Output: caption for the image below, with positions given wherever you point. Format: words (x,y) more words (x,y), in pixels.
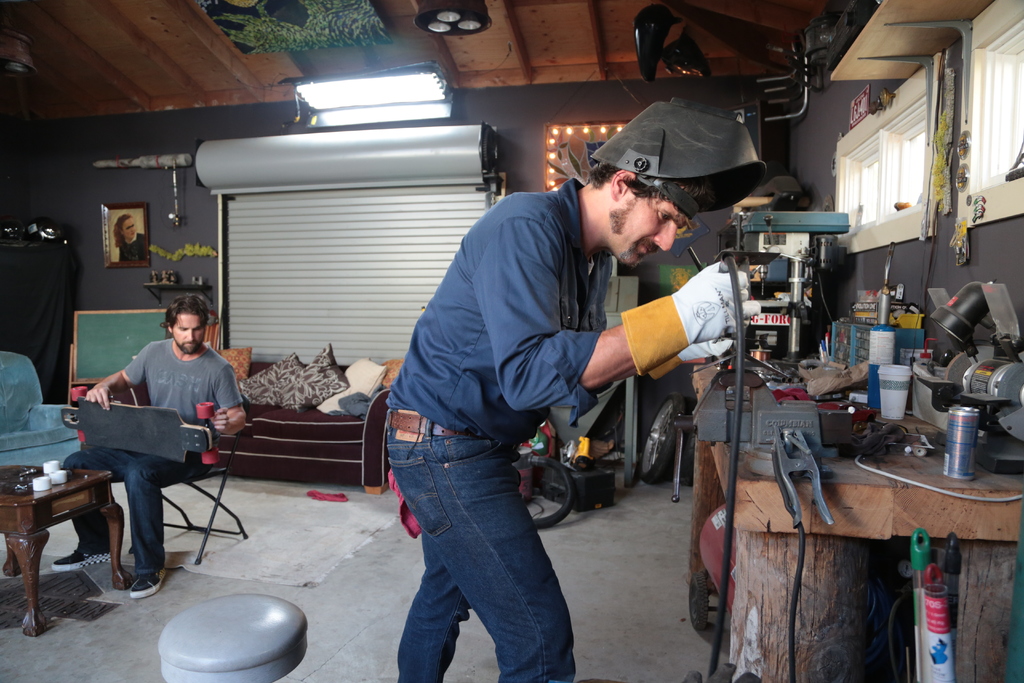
In this picture I can see a man (560,378) is standing. This man (525,355) is wearing a shirt (493,382), blue jeans (455,463) and other objects (676,161). On the left side (173,471) I can see a man (166,483) is sitting on a chair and holding some object (136,414). I can also see a table (49,520) which has some objects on it. In the background (380,81) I can see lights (360,79) on the ceiling (373,55), a sofa (311,444) which has some cushions (325,387) on it. I can also see a photo (118,217) and some other objects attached to the wall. On the right side (886,491) I can see a table (883,461) which has some machines (821,411) and other objects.
